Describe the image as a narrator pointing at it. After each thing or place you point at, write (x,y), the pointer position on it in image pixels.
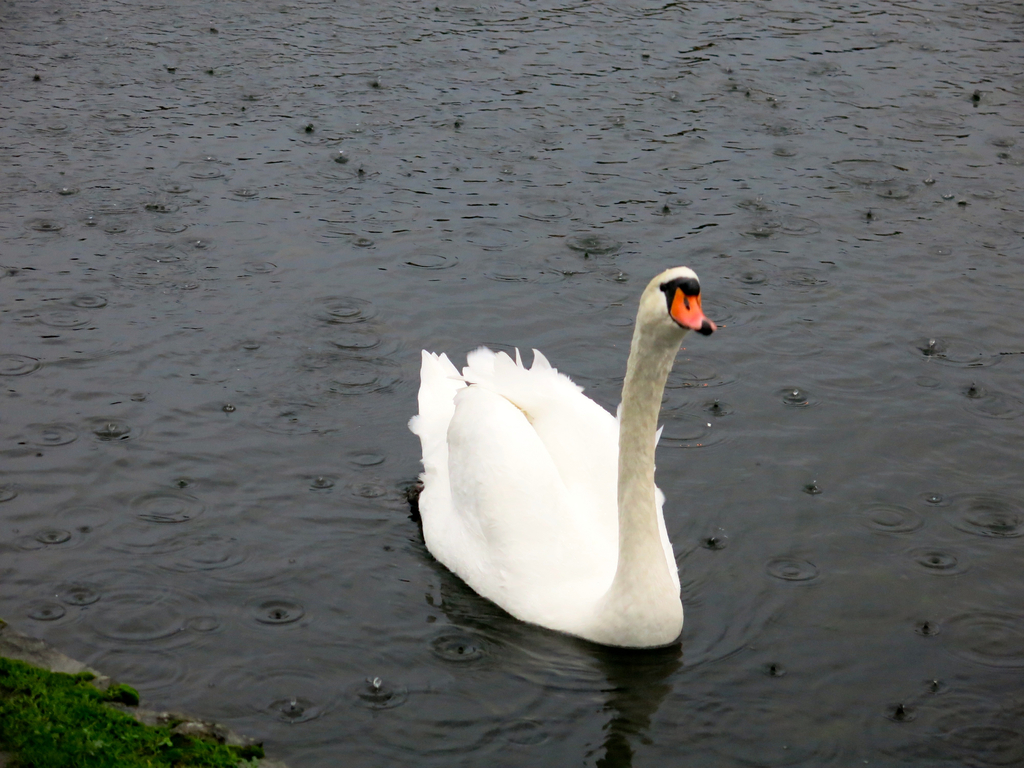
As we can see in the image there is water (260,283), grass (39,729) and a white color bird (615,491).
